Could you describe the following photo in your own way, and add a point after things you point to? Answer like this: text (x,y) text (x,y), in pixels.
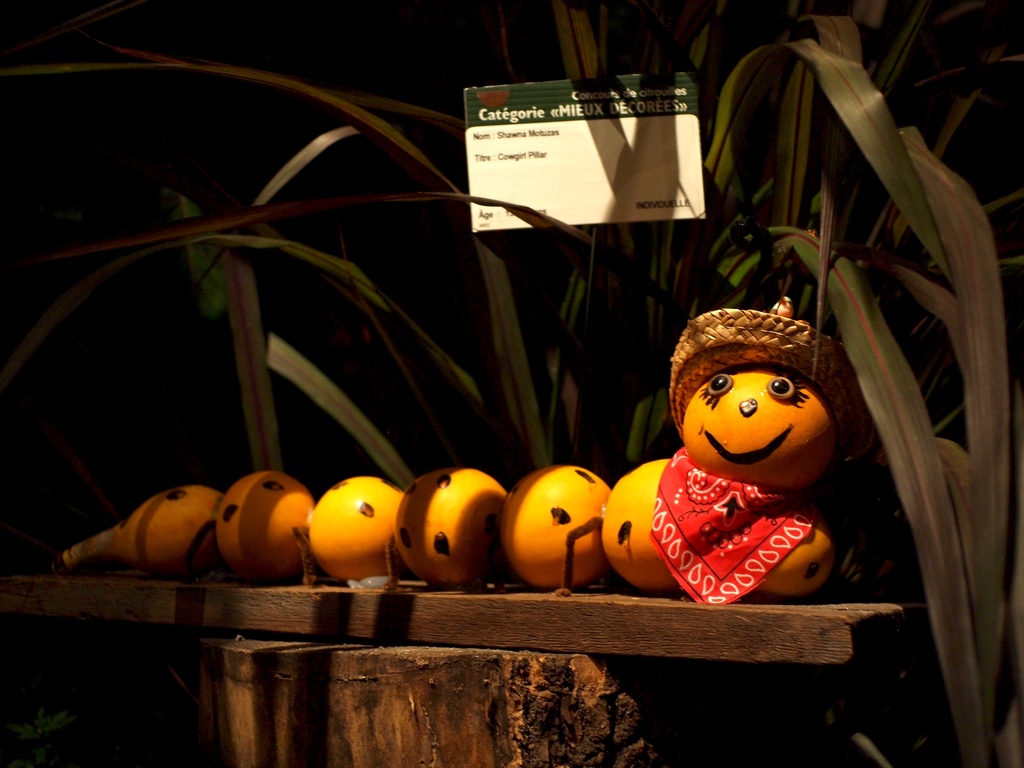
In this image we can see some toys (487,487) on the wooden surface (834,612) and we can also see board (697,182) with some text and plants (568,402).
